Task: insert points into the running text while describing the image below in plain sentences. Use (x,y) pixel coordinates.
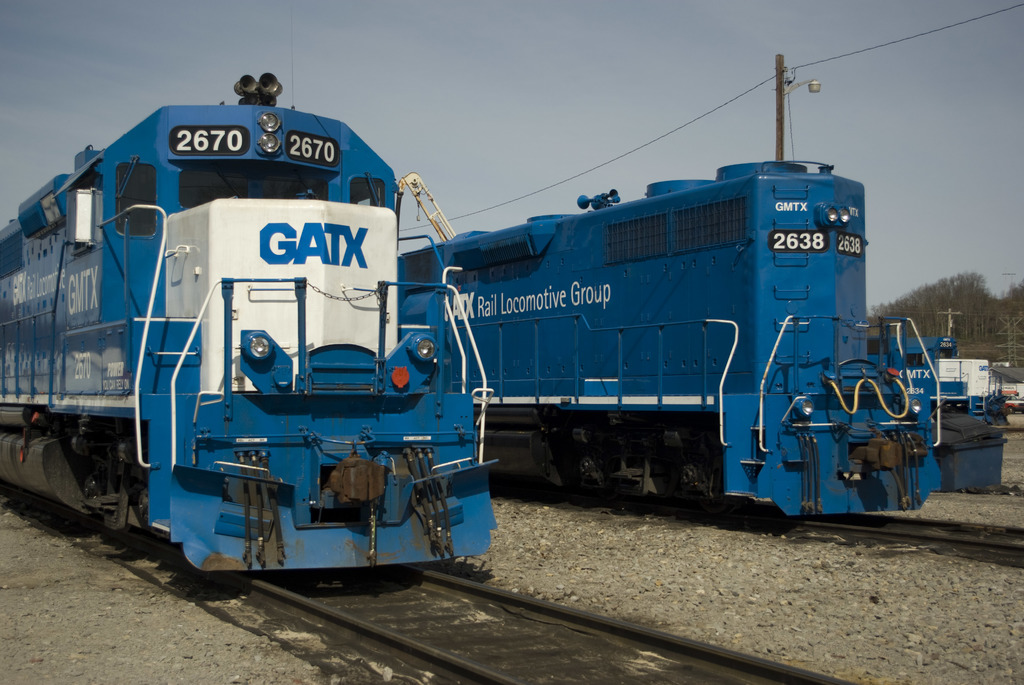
At the bottom of the image (368,637) there are some tracks (368,637) and stones (617,579). In the middle of the image (575,422) there are some locomotives (973,379). Behind the locomotives (564,257) there are some poles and trees (964,344). At the top of the image (878,125) there are some clouds (624,114) and sky (508,114).
